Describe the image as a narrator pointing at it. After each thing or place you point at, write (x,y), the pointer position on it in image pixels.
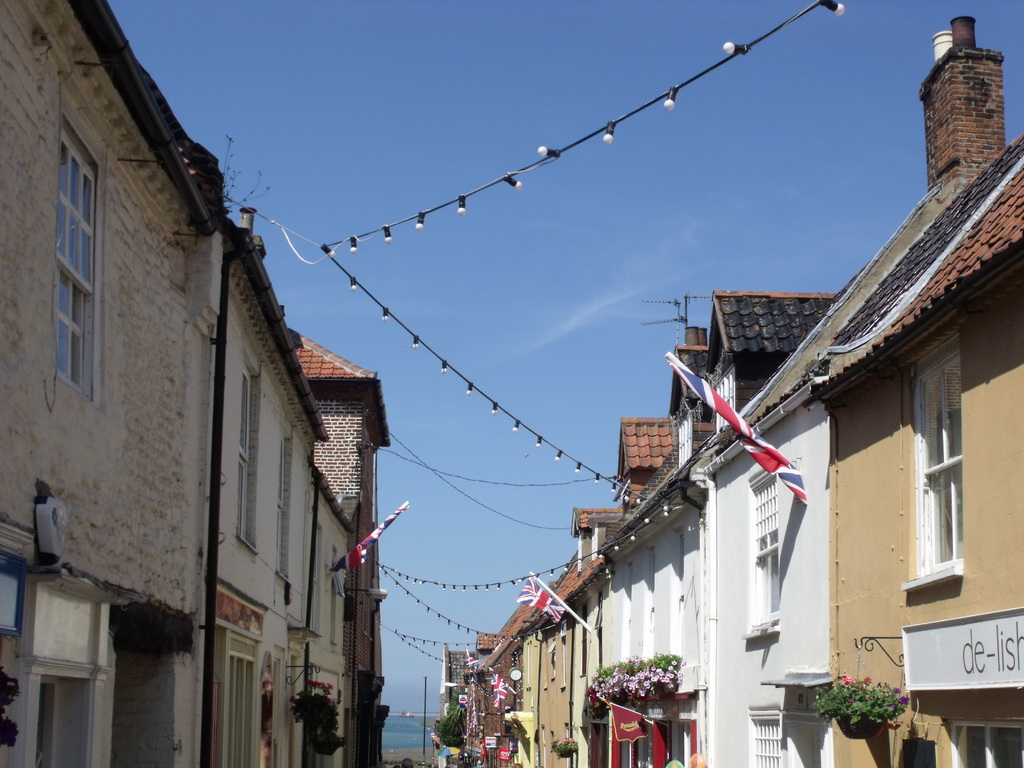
In this image I can see few buildings (367,563), they are in cream and white color. I can also see few flags (641,727) attached to the building (770,479). The flags (765,440) are in red, white and blue color, plants (451,711) in green color and sky (511,280) in blue color.
